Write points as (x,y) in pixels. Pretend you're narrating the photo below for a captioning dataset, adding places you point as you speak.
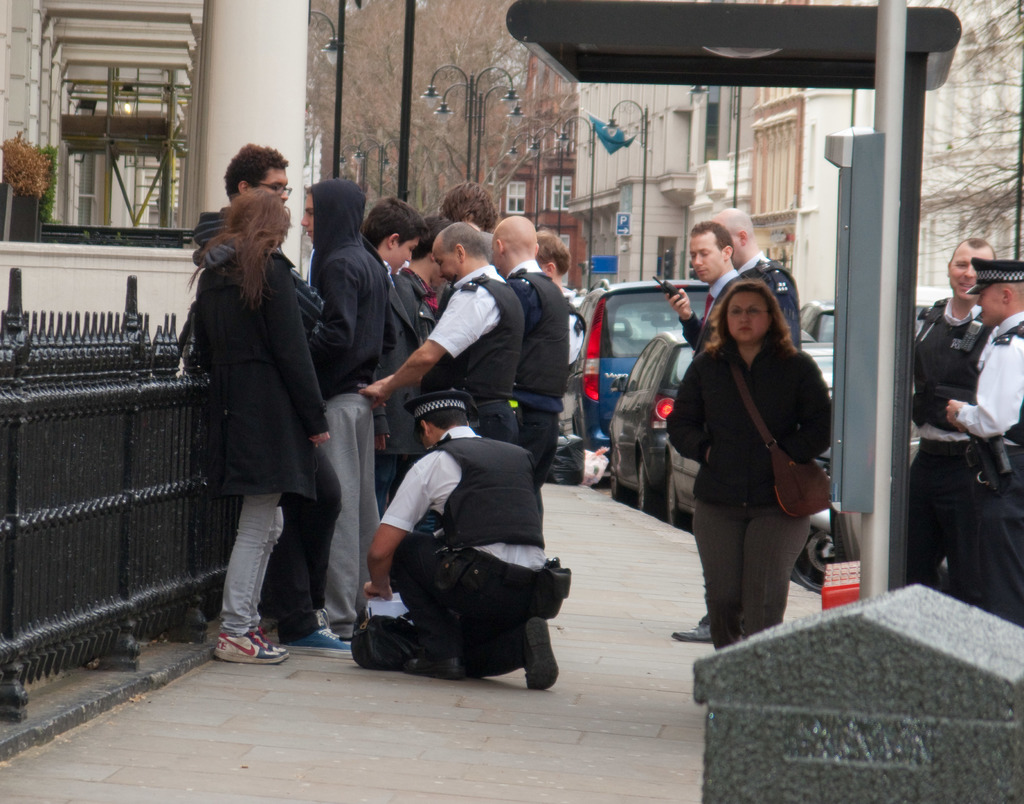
In this picture we can see there is a group of people (466,418). On the left side of the people (295,449), there are iron grilles (120,482). Behind the people (500,424), there are vehicles (629,348), trees (419,139), street lights (432,92) and buildings (587,116). At the bottom right corner of the image (830,769), there is an object (830,729).
